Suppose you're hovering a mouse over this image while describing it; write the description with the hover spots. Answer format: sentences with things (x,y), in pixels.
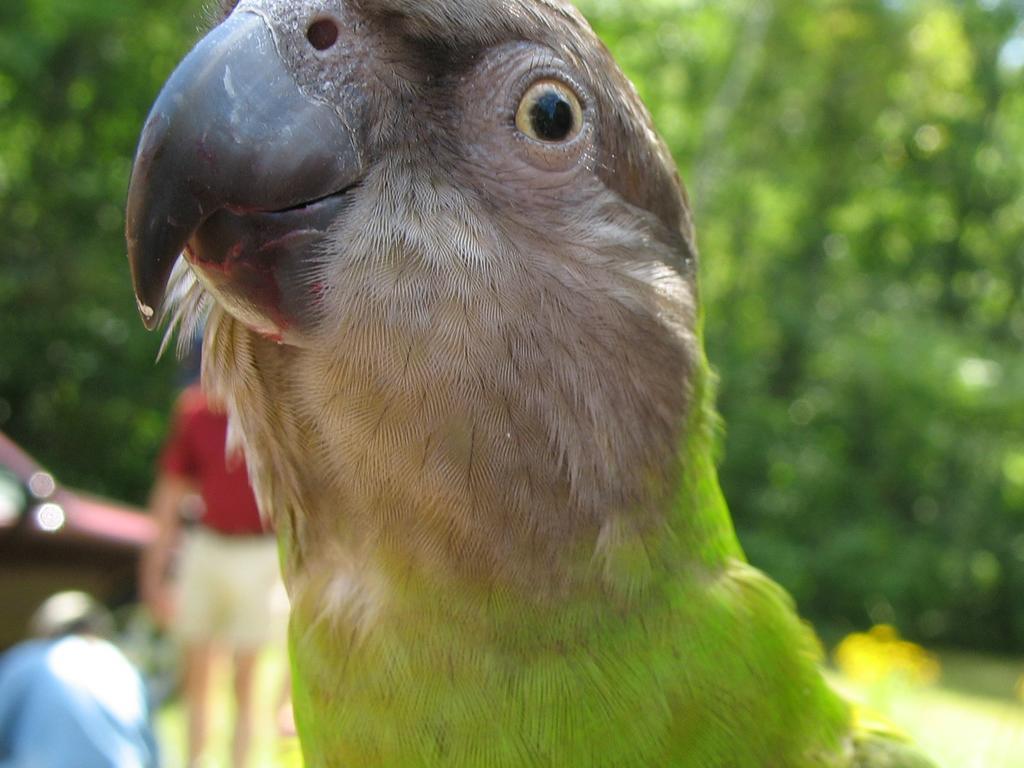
In this image in the foreground (377,371) there is one bird (283,390) and in the background (181,580) there is one car (73,547), two persons (105,683) and trees (784,345).
